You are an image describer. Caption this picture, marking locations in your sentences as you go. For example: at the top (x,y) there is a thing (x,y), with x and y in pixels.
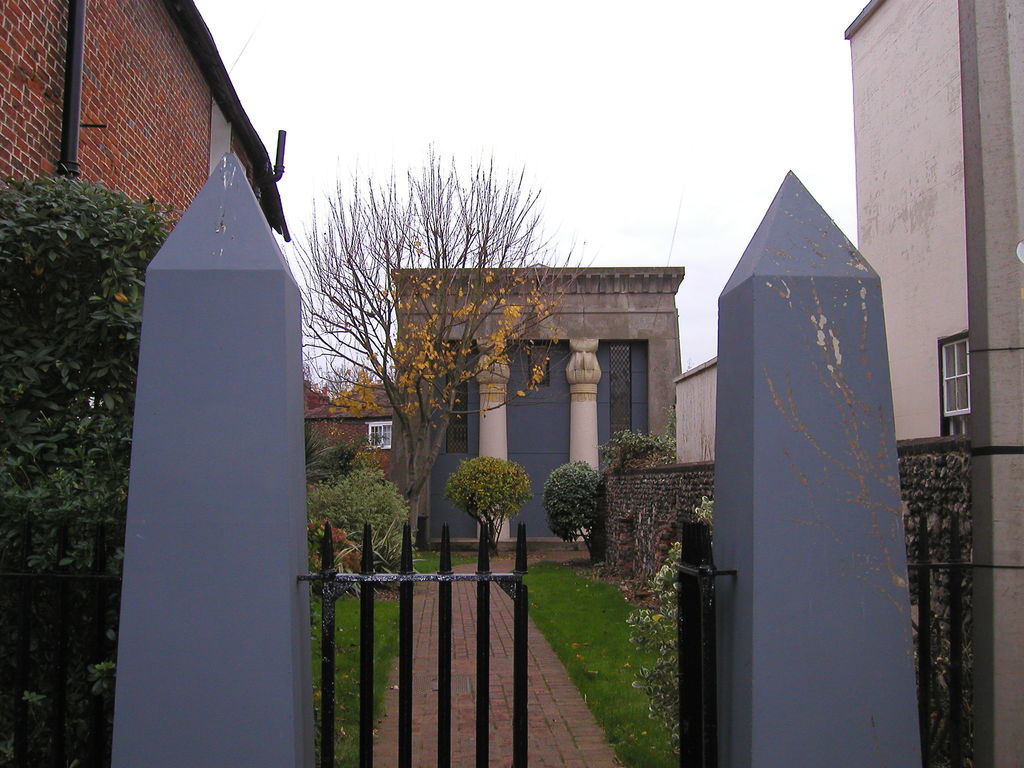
In this image in the front (147,539) there is a gate (329,677) and there are pillars (129,501). On the left side (96,441) there's grass (356,688) on the ground (344,683) and there are plants (85,219) and there is a wall (117,160) and in front of the wall (96,133) there is a pipe (67,104). On the right side (941,320) there is a wall (659,506) and there is a building (904,394) and there are plants (598,500) and there's grass (589,624) on the ground (591,642). In the background (467,412) there are buildings (392,426) and trees (461,386) and the sky (577,189) is cloudy.
